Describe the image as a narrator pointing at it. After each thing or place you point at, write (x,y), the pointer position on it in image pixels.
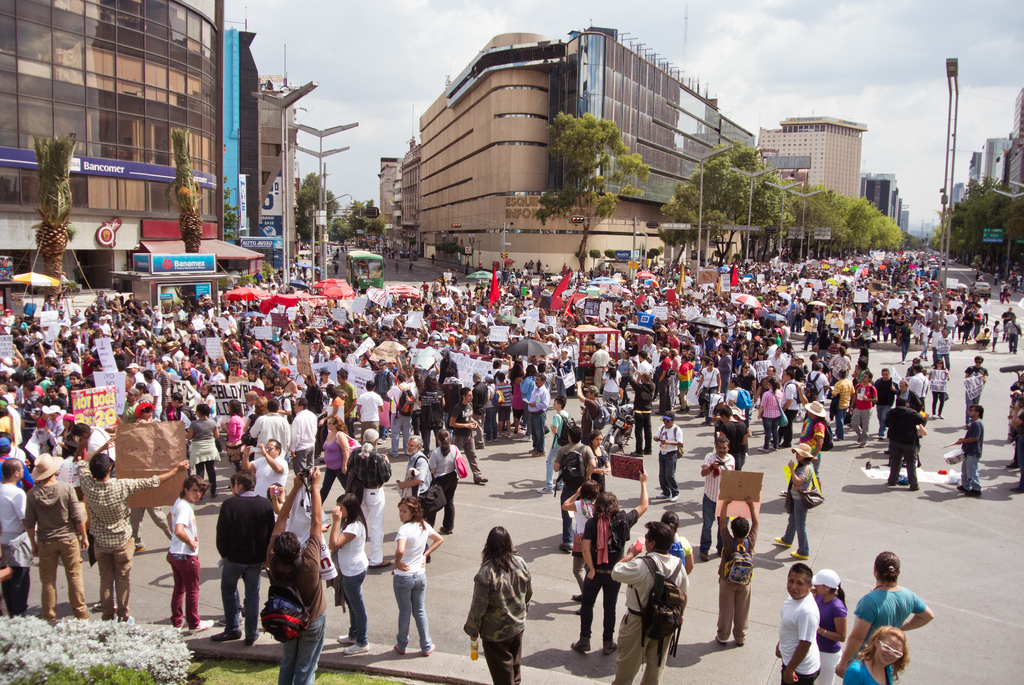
In this picture I can see few people (909,443) are standing and few are holding placards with some text (99,401) and I can see flags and buildings (502,93), trees (600,210) and few pole lights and few of them wore bags (666,603) and I can see a cloudy sky (392,71) and I can see plants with flowers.
